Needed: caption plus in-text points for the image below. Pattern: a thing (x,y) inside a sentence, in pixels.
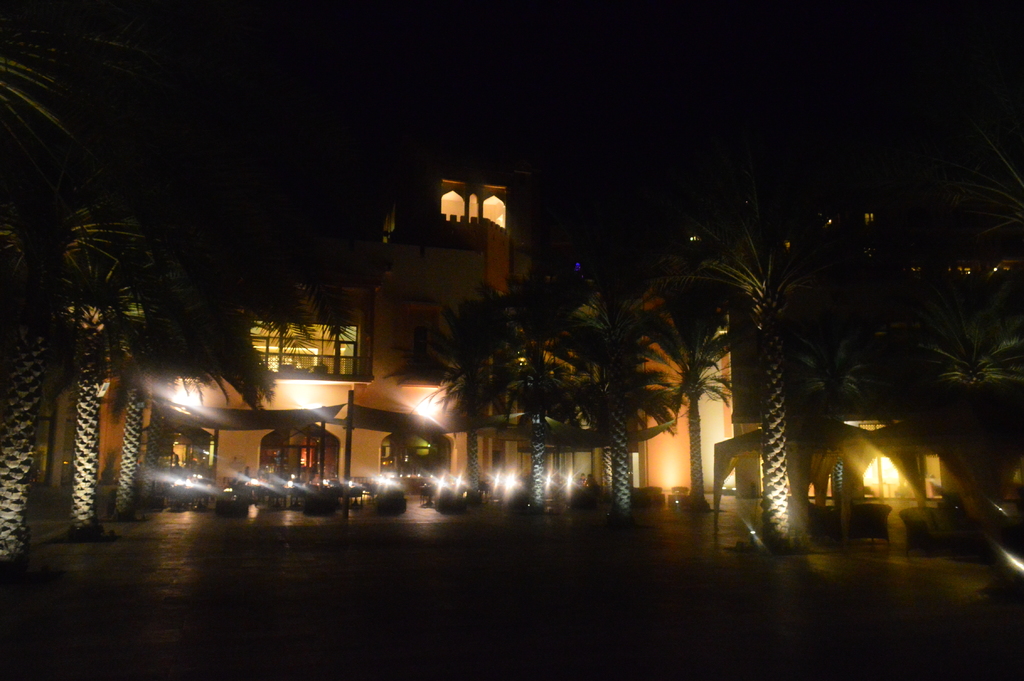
In this image few tables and chairs (267,495) are under the tents (958,452). Background there are few trees (675,325). Behind there is a building (445,446).
